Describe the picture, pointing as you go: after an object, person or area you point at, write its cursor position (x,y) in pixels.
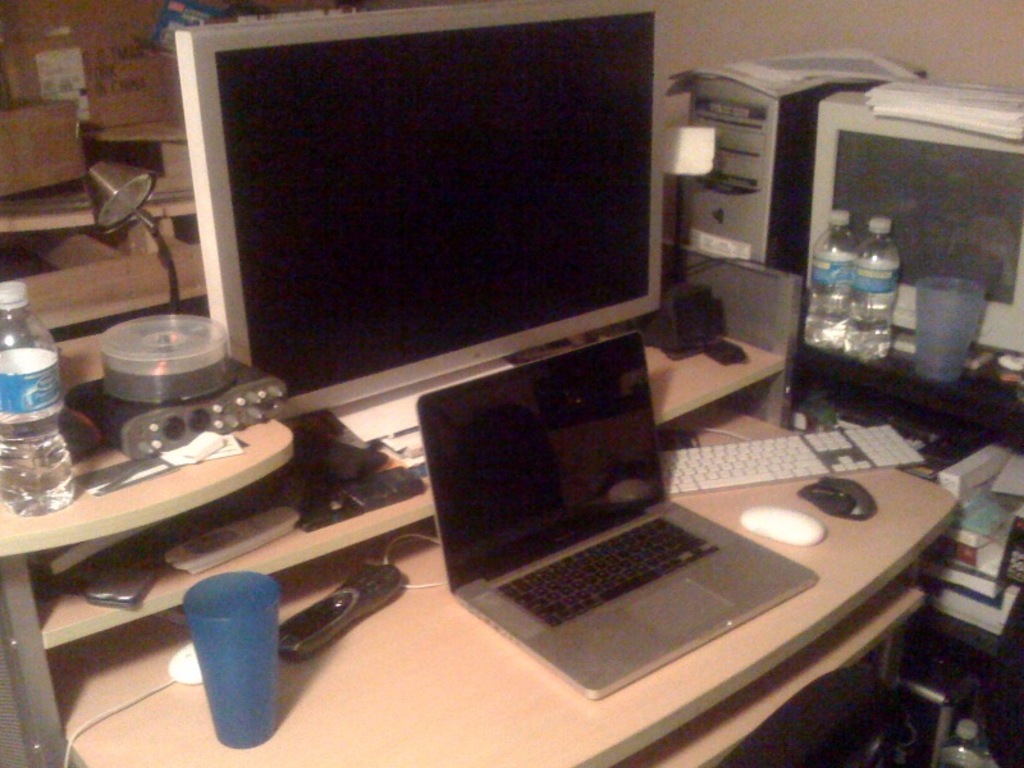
There is a table (719,742) in the picture on which a laptop (574,569), keyboard (739,456), mouse (818,492) and a computer monitor (337,246) were placed and some electronics (250,518). We can observe a glass (215,645), water bottles (4,344) and a lamp (170,261) here. Beside the table (783,310) there are some water bottles (839,226), cpu (748,110) here.
